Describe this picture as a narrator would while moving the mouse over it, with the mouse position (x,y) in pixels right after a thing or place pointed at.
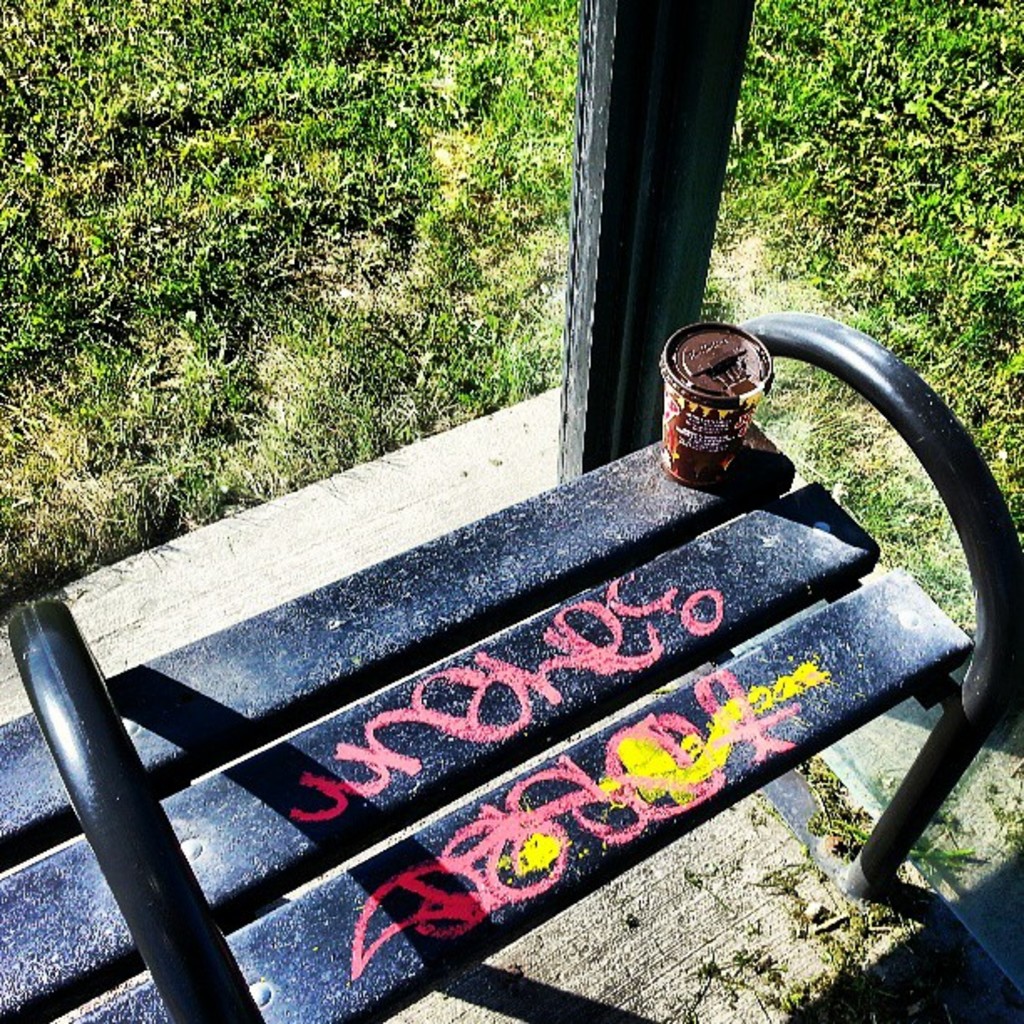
In this image I can see grass (392,288), a black colour bench (446,641) and on it I can see a brown colour glass (676,441) and here I can see pink colour painting (522,787).
